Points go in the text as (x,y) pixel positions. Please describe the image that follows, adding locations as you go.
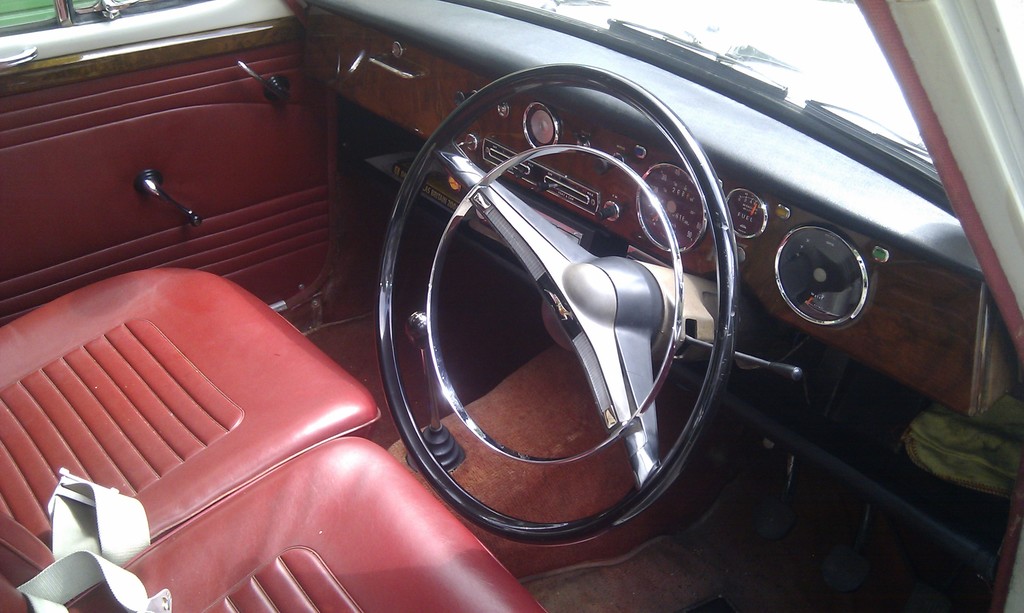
In this picture we can observe a car (268,433). There are red color seats (204,480) and a black color steering (398,233). We can observe a door (138,140). In the right side (750,51) there is a windshield (843,70) and a wiper (703,52).
